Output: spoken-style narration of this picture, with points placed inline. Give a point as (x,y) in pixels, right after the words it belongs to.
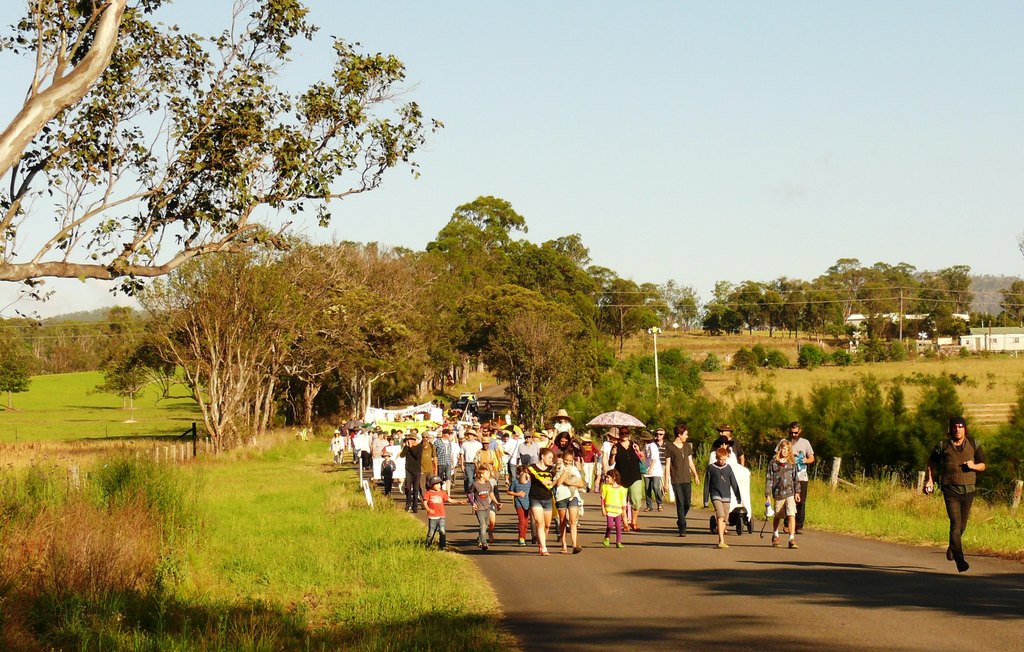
In the picture we can see a road (496,574) on it, we can see people (959,471) are walking and coming and one person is holding an umbrella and beside the road (1015,632) we can see grass surface (57,420) and plants (994,471) and in the background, we can see, full of trees (994,443) and behind it we can see some poles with wires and some house (1012,349) near it and behind it we can see a sky (439,212).
